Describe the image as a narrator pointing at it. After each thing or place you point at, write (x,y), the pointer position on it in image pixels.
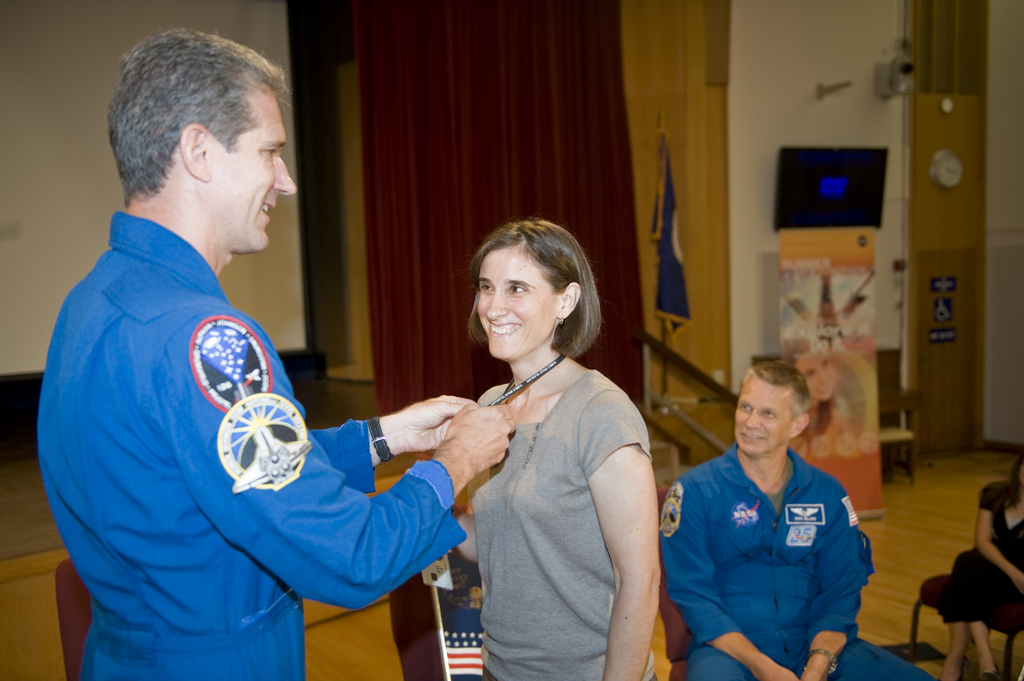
In this image, we can see few people (794,558). Two are standing and sitting. Here three people (566,406) are smiling. In the middle of the image (545,391), a man (168,164) and woman (497,341) are looking each other. Background (443,326) there is a wall (742,234), curtain (489,149), screen (787,202), banners (828,240), posters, flag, clock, railing (687,430), stairs (661,443), chairs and floor (887,551).
